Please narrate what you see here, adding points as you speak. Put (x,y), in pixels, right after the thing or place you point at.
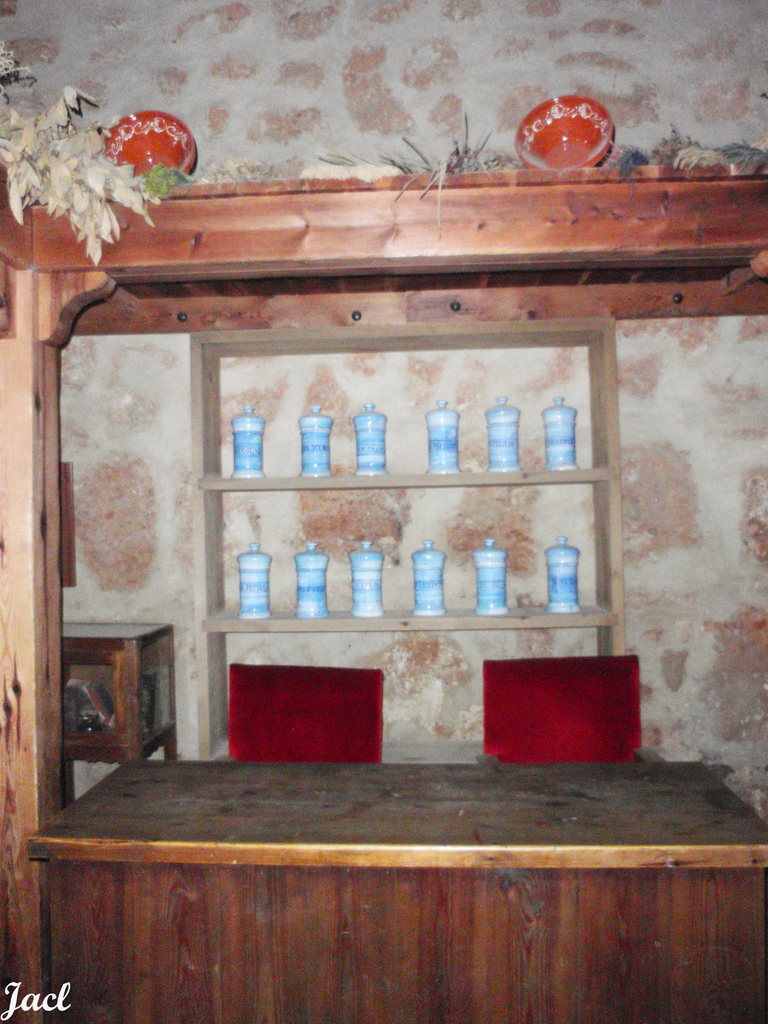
In this image we can see a table (330,856), chairs (587,729), decors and glass jars (367,463) arranged in the racks (447,482).
